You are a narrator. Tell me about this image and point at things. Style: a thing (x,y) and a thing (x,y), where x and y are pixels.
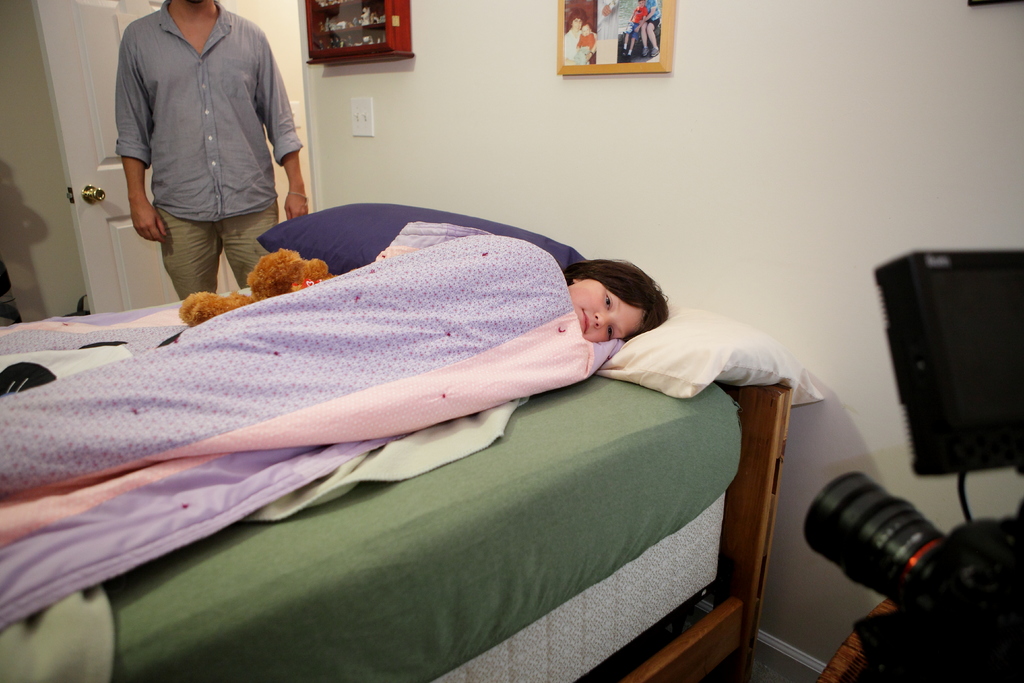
There is a child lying on a bed (398,468). There is a man (268,54) standing near the door (102,149). There is a camera (840,514) on the right side (984,545). This is a photo frame (667,6) which is fixed to a wall (730,40).
